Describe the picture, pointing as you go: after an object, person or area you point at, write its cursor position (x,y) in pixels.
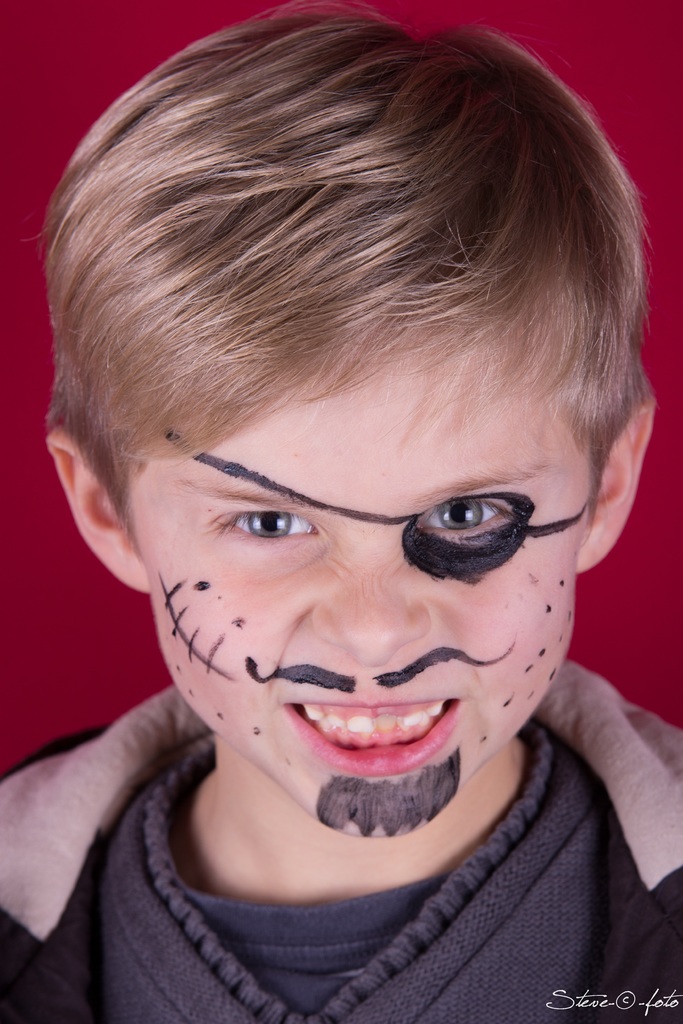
In this picture we can see a boy (101,943) with a painting (474,496) on his face (368,514) and smiling and in the background (21,63) it is red.
